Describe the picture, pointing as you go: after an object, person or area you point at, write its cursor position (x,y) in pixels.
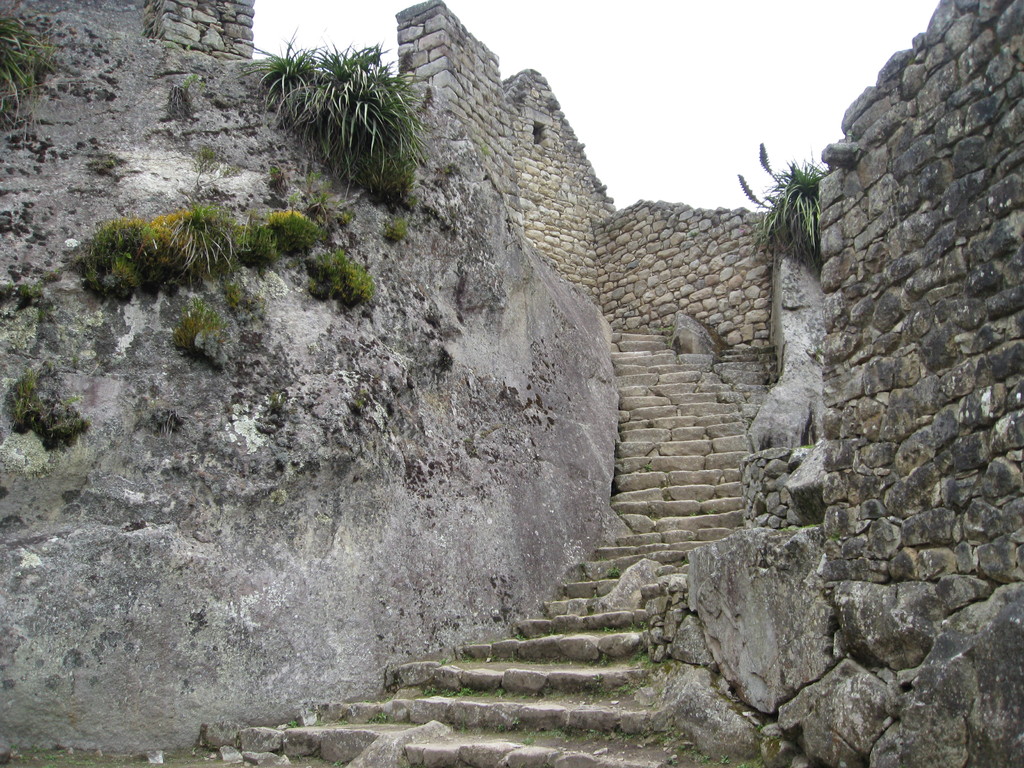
In the image there are steps (655,444) and around the steps (692,359) there are walls (607,223) made up of stones (885,296).
